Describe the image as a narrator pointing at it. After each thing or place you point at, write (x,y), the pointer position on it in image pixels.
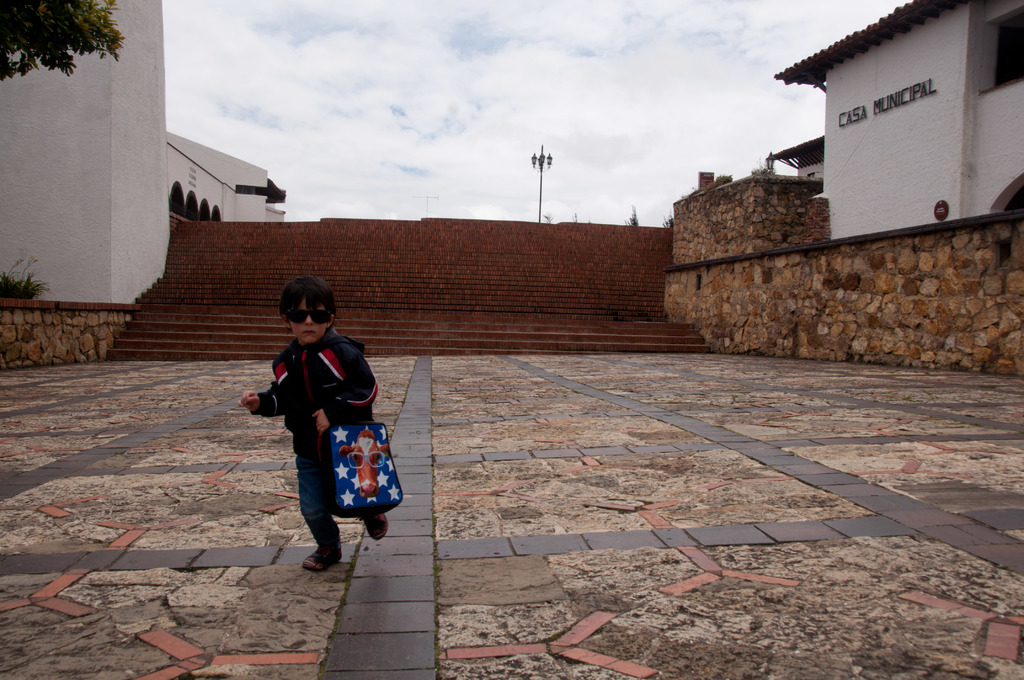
In the image we can see a child (276,406) wearing clothes (285,409), shoes (318,551) and goggles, and child (310,435) is holding a bag (349,468) in hand (317,413). This is a footpath (513,490), stairs (504,262), building (880,169), stone wall (857,265), light pole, tree (38,55), grass (32,293) and a cloudy sky (325,108).
